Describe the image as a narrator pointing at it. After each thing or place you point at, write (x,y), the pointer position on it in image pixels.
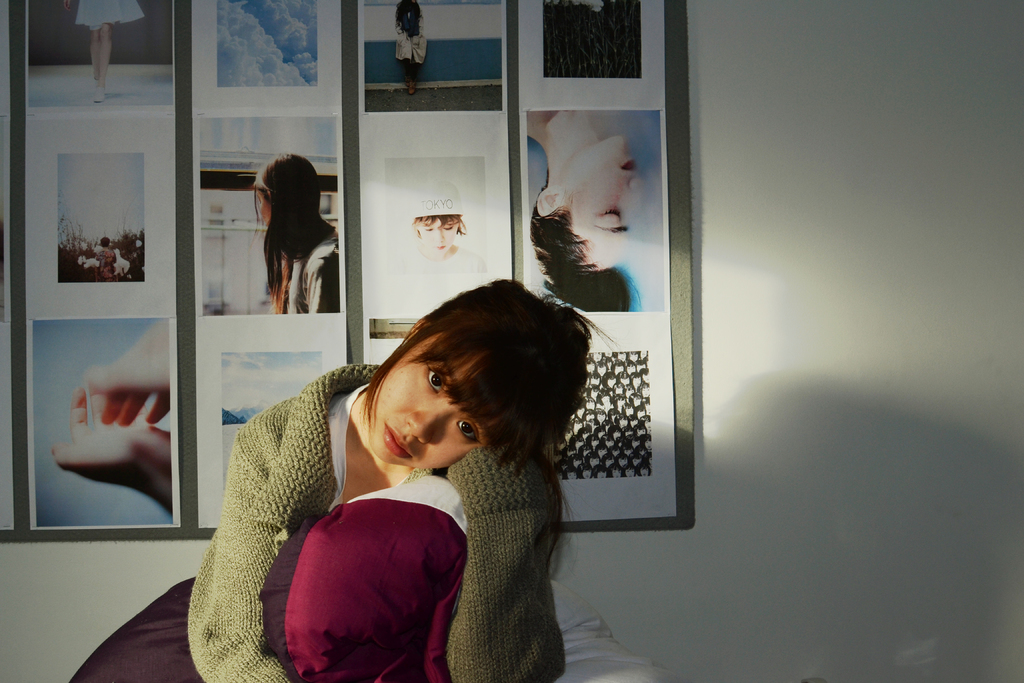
In this image a lady (443,371) is sitting wearing green sweater (295,437). In the background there is a frame (176,147). On it there are many pictures (327,191).
